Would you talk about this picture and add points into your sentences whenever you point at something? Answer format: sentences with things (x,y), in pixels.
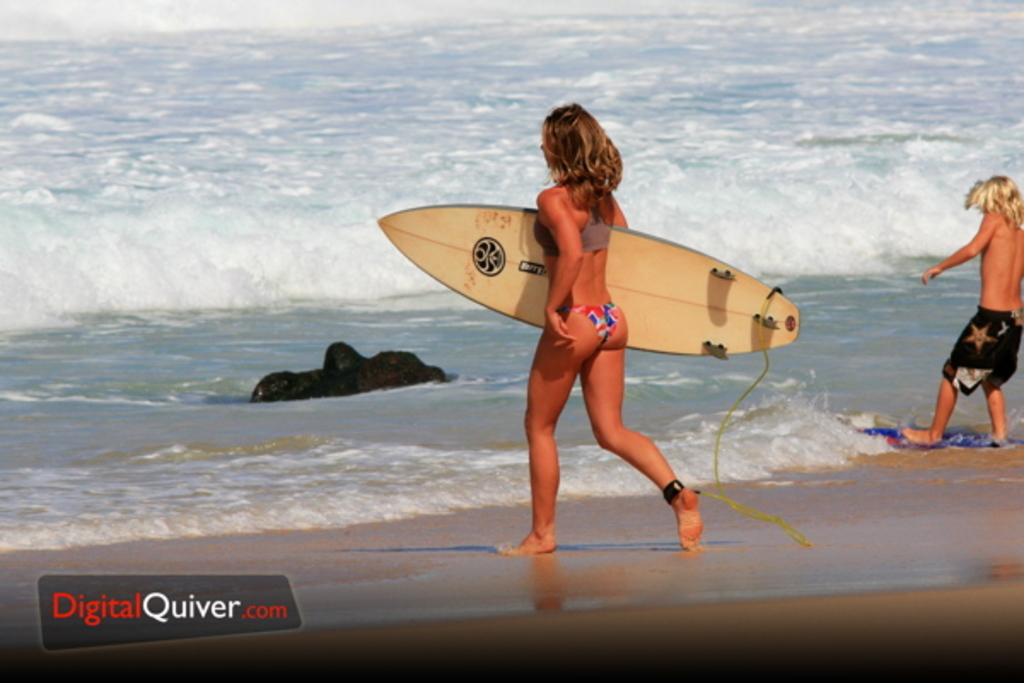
In the middle of the image (536,441) a woman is holding a surfboard (537,268) and walking. Bottom right side of the image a person (999,192) is standing on the bodyboard (963,431). At the top of the image (373,164) there is a water (335,191).
